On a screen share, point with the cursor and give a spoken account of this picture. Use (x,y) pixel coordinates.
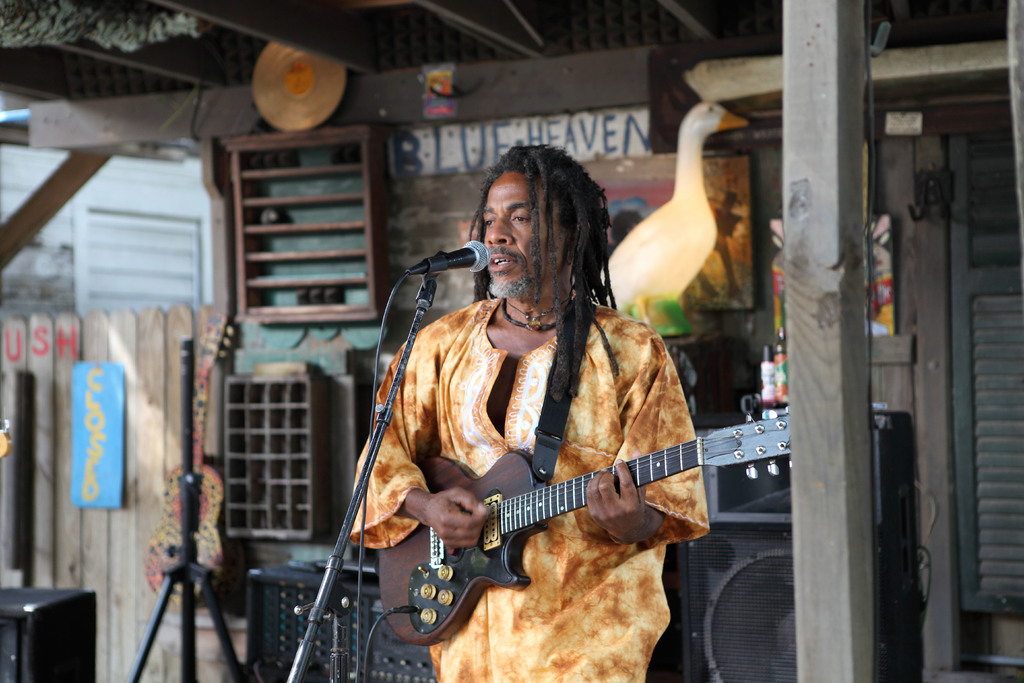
This picture shows a man (478,522) standing in front of a mic (458,263) and stand (332,583), playing a guitar (505,546) in his hands (596,489). In the background (345,484) there is a wall (663,164) and a pillar (797,263) here.
